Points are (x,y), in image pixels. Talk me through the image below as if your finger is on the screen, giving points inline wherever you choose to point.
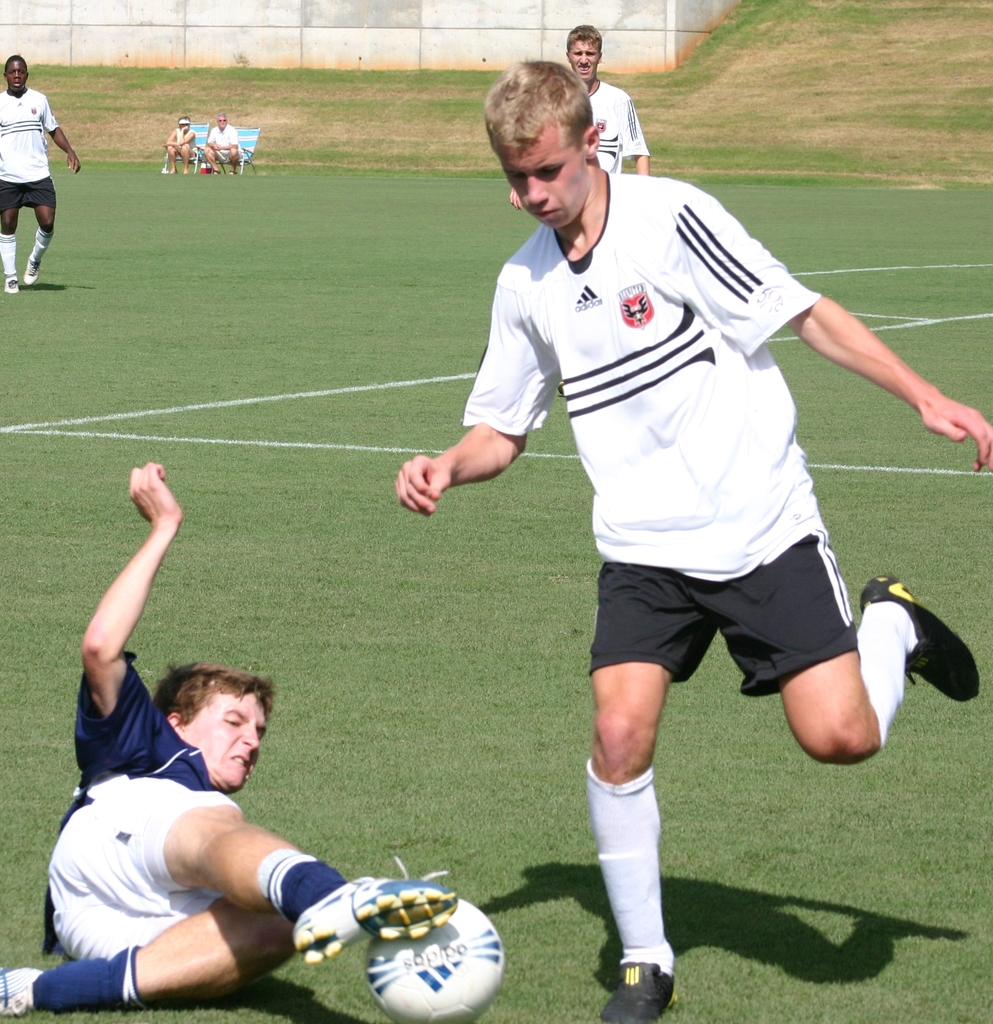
Two people (175,150) sitting in chairs (194,145) and watching a football game. In which, a player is trying to kick the ball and the other (197,699) is slipped on to the ball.
